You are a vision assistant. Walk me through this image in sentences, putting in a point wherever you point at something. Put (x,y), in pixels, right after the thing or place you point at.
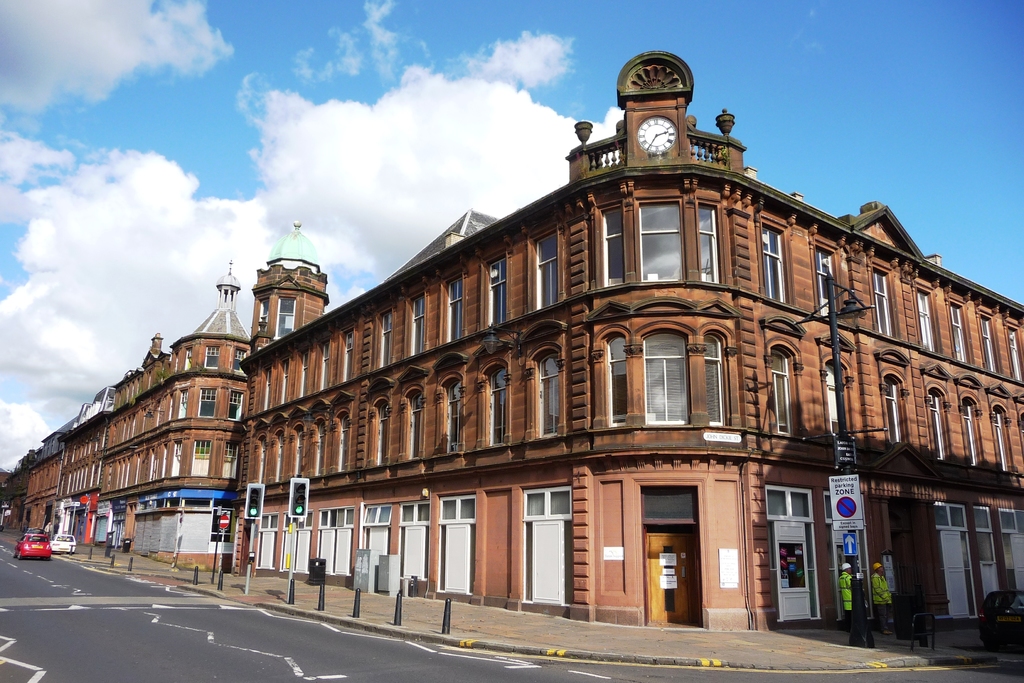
In the image in the center (612,266) we can see buildings (274,507), wall (475,595), wall clock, windows (322,548), door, poles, traffic lights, sign boards (88,495), road (116,655), few vehicles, dust bin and two persons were standing.
